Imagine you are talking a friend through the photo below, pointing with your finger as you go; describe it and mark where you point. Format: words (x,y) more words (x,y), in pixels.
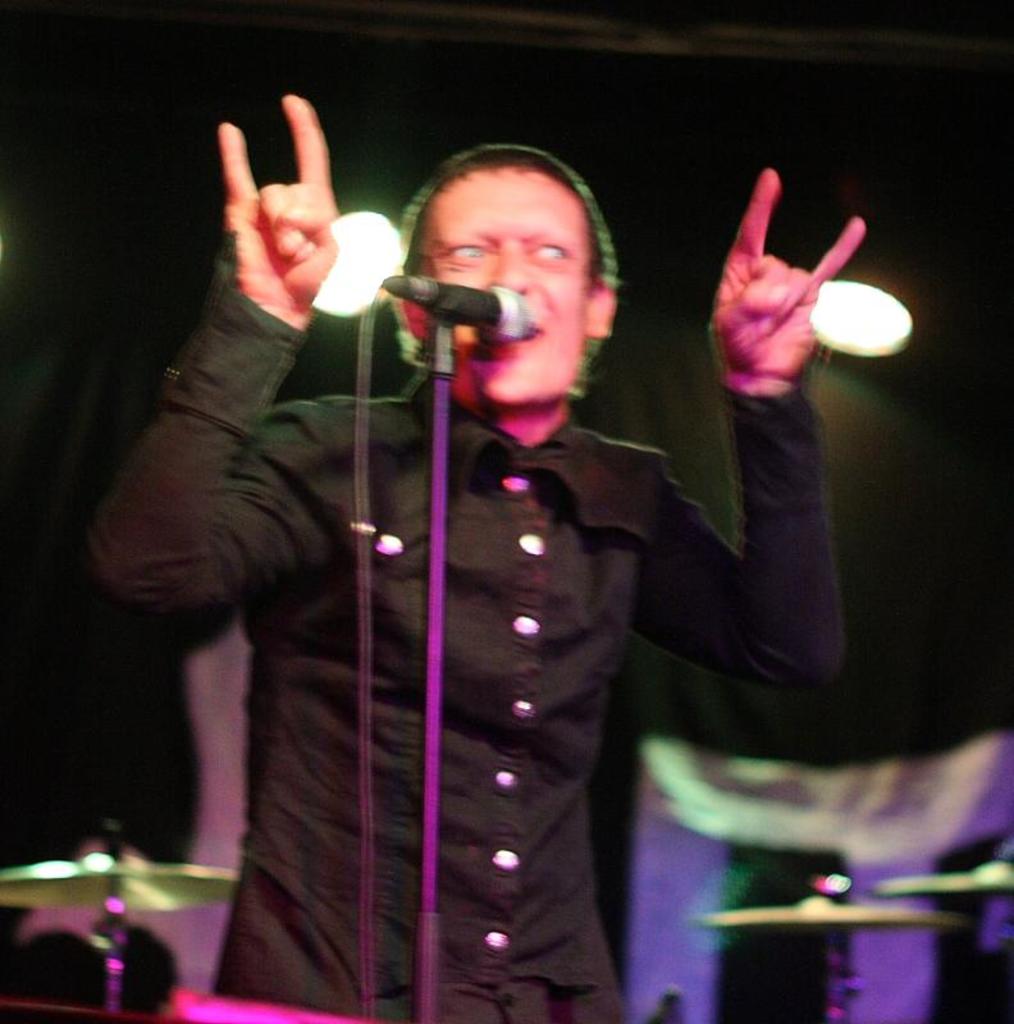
This image is taken in a concert. In the middle of the image (351,482) a man (331,558) is standing and singing in a mic (520,308). In the left (195,896) and right side of the image (964,886) there are musical instruments (61,898). In the background (358,267) there are lights (355,237).
